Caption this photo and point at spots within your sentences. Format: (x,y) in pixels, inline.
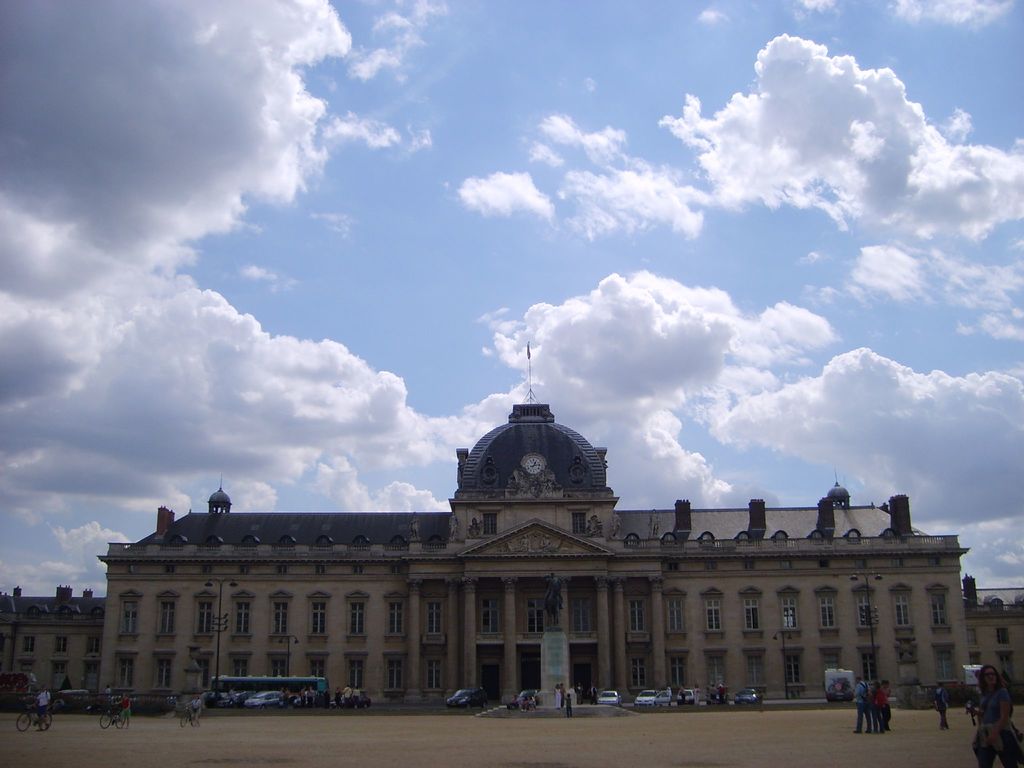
In this image we can see sky (395,170) with clouds (592,176), buildings (530,551), statue (548,610), pedestal (564,662), street poles (871,657), street lights (220,632), clock (537,468), flag (528,350), flag post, persons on the bicycles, persons (864,706) on the road (248,728) and motor vehicles (275,687).
